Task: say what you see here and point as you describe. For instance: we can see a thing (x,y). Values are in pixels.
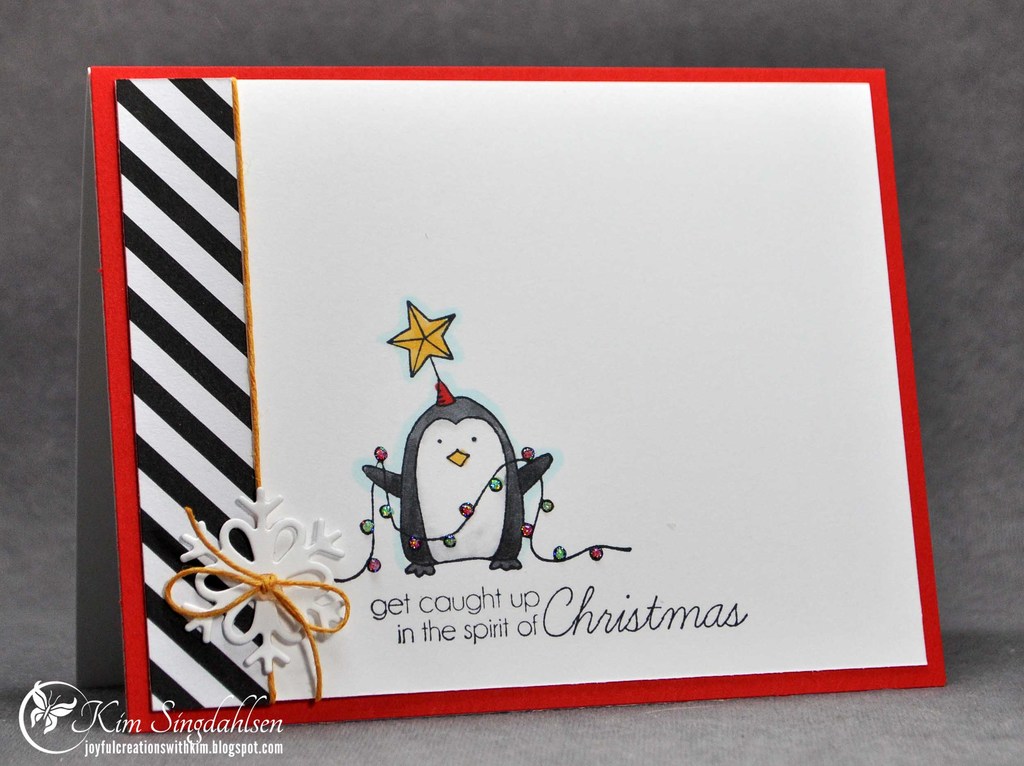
In this image there is a card (886,125) on that card (268,621) there is some text (470,627) and a picture (376,525), in the bottom left (232,697) there is some text (127,705), in the background (29,498) there is a wall (977,20).
